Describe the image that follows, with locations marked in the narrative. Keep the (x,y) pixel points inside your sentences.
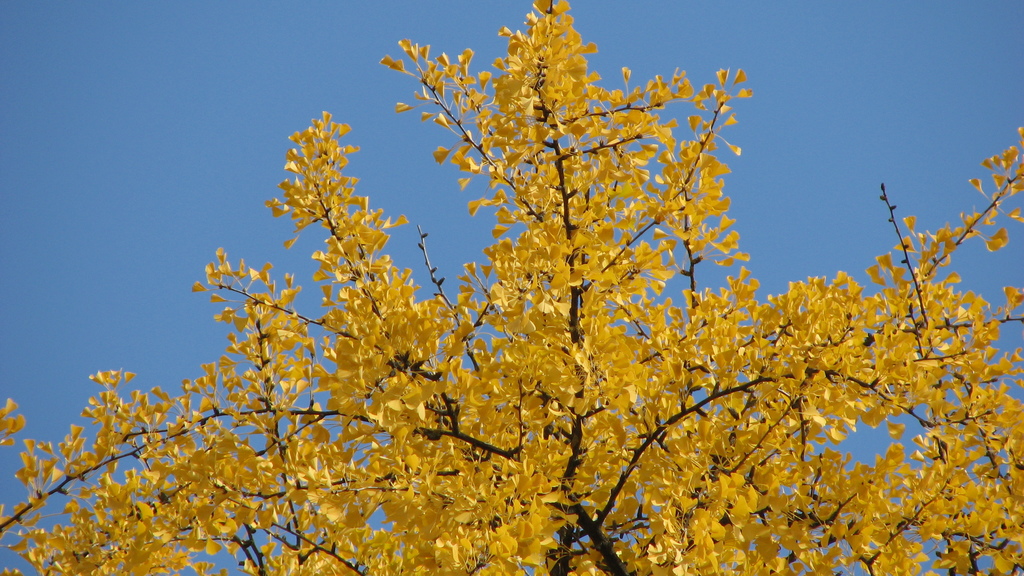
In this image i can see a tree (585,492) of yellow leaves (590,438) and In the background (86,126) i can see the blue sky (147,193).
